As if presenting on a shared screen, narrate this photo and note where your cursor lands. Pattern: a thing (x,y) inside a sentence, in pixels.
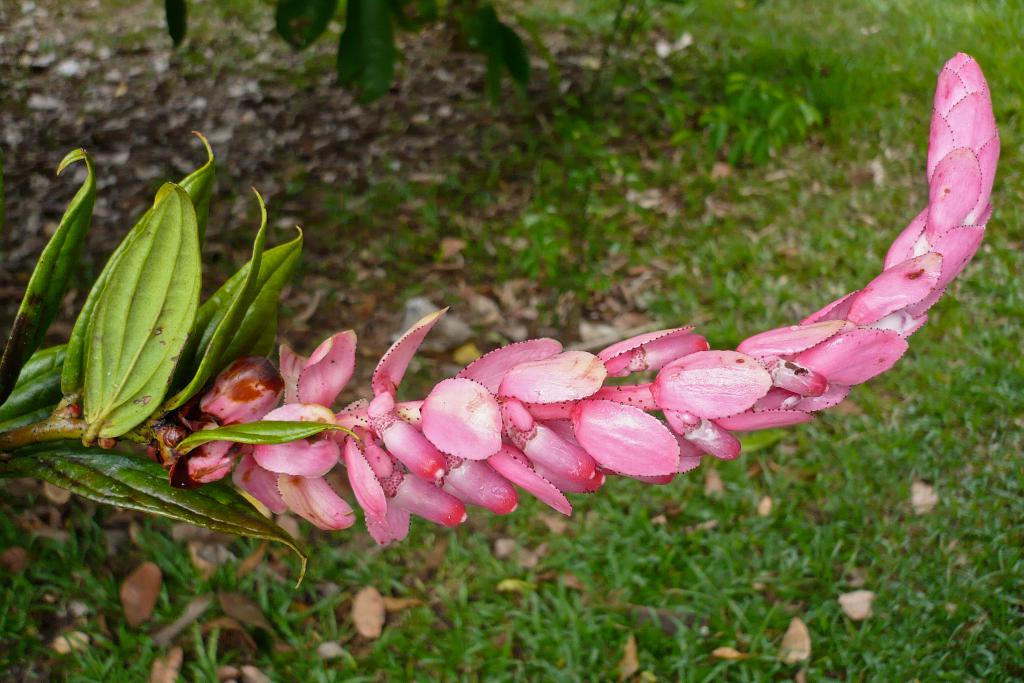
In this image we can see the flowers (695,348), leaves (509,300) and grass (681,553).
